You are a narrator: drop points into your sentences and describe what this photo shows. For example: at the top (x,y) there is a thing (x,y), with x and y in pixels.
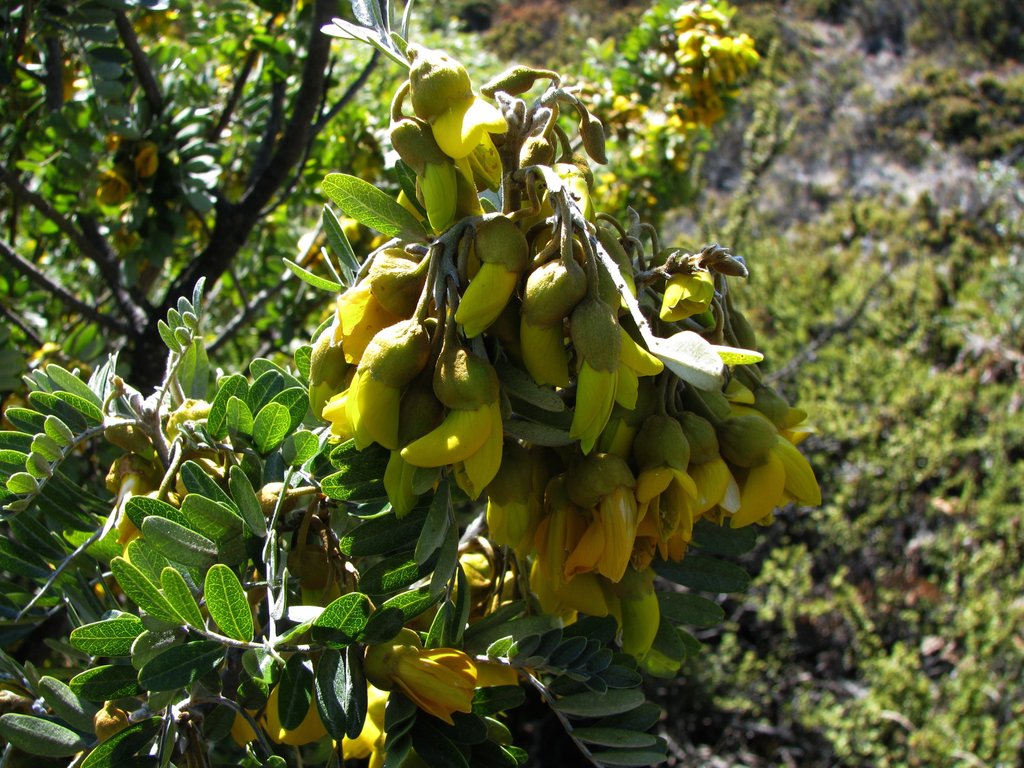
In this picture we can see the trees (454,393), flowers (422,449) and leaves (234,491) are present.
